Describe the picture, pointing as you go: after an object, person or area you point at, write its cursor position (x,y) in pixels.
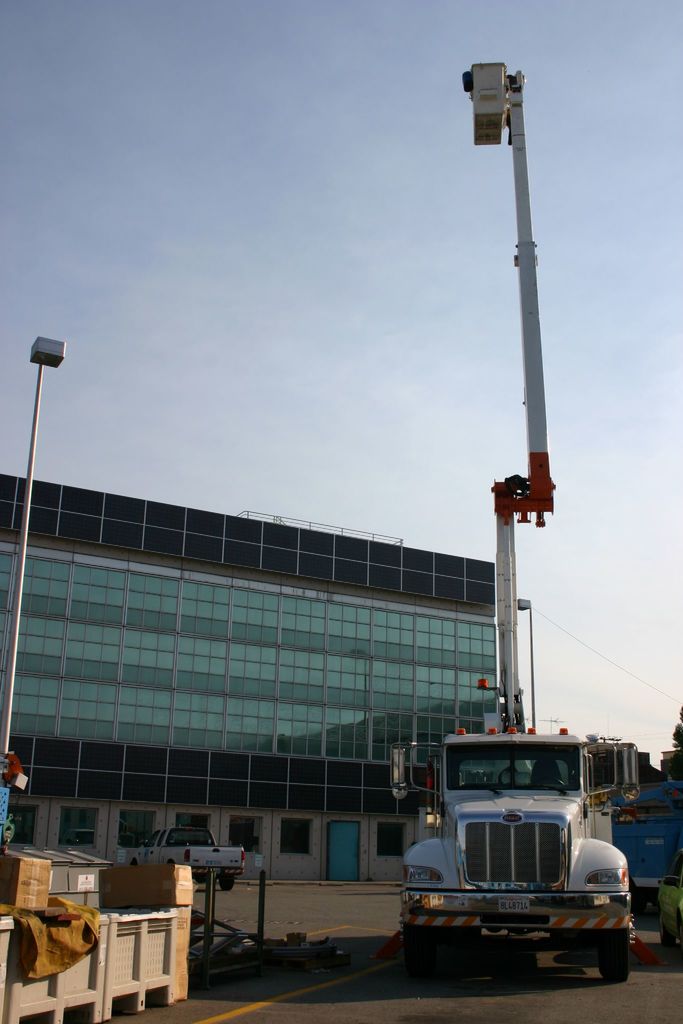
This picture is clicked outside. On the right (603,951) we can see the vehicles (627,926) and some metal rods (520,600). On the left (188,947) there are some objects (188,947) placed on the ground (364,1010). In the background (285,205) there is a sky (614,714) and the buildings (197,698).
